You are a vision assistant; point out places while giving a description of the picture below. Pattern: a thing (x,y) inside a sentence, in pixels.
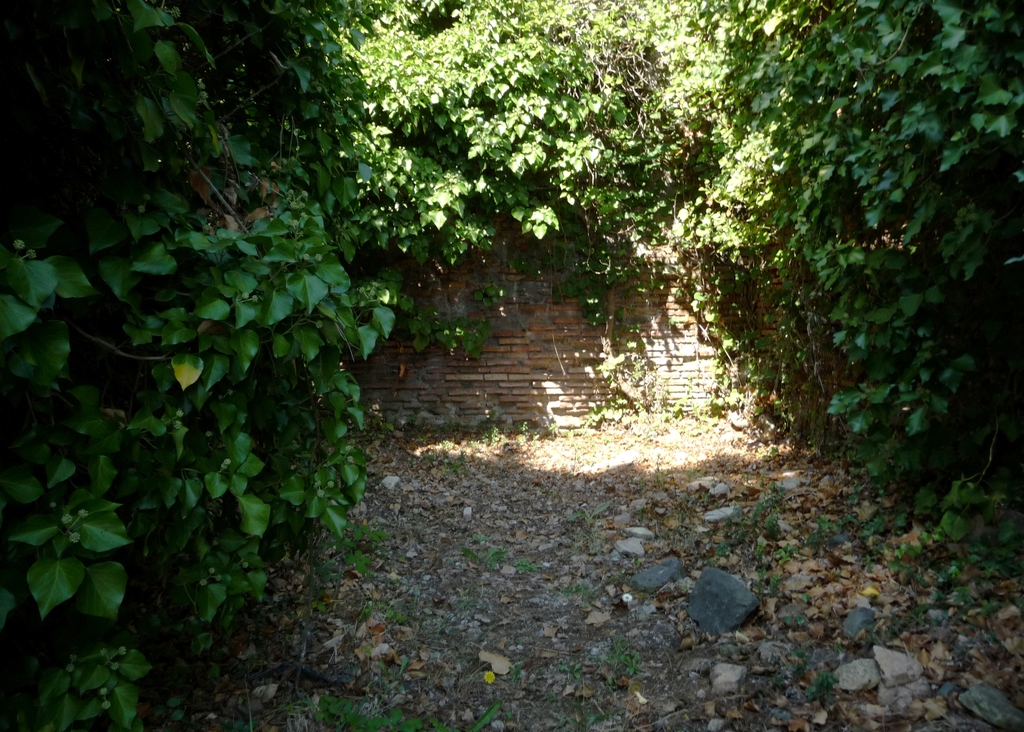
In the foreground of the picture (810,716) I can see the rocks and leaves (870,499) on the ground (377,456). There are trees (132,198) on the left side (282,398) and the right side (784,173). In the background (776,184), I can see the stone wall (479,263) and trees (579,69).
